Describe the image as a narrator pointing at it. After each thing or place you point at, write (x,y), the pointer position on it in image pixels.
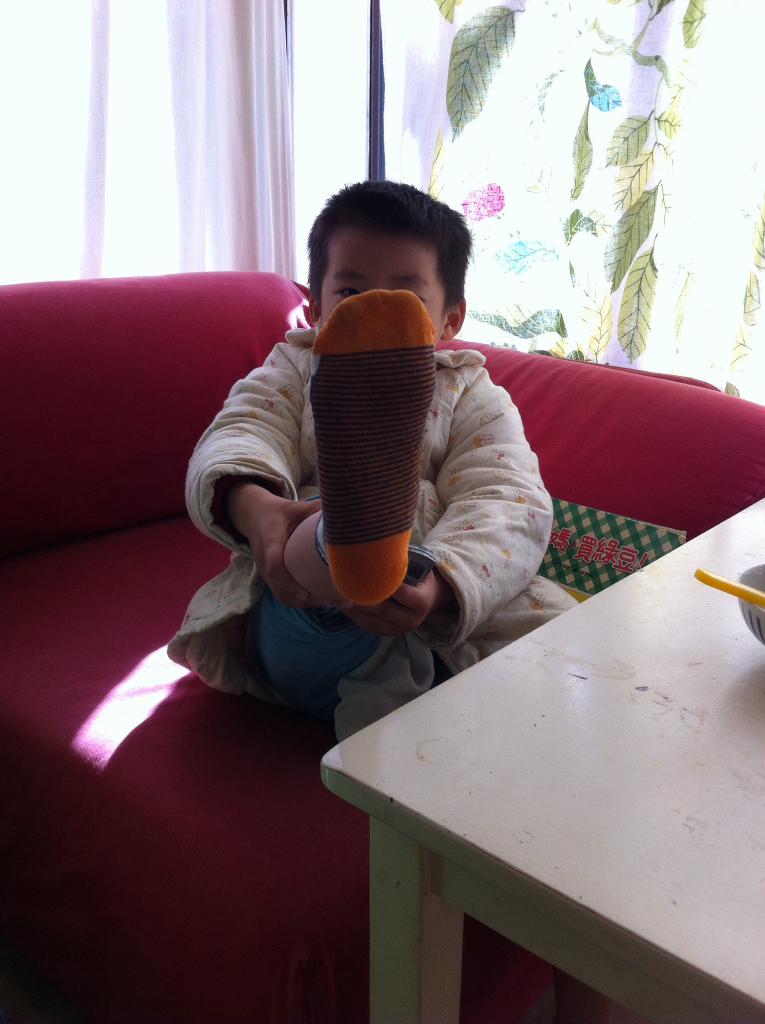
A boy (365,200) is showing his right leg (279,677) by raising it with his hands (242,495).
